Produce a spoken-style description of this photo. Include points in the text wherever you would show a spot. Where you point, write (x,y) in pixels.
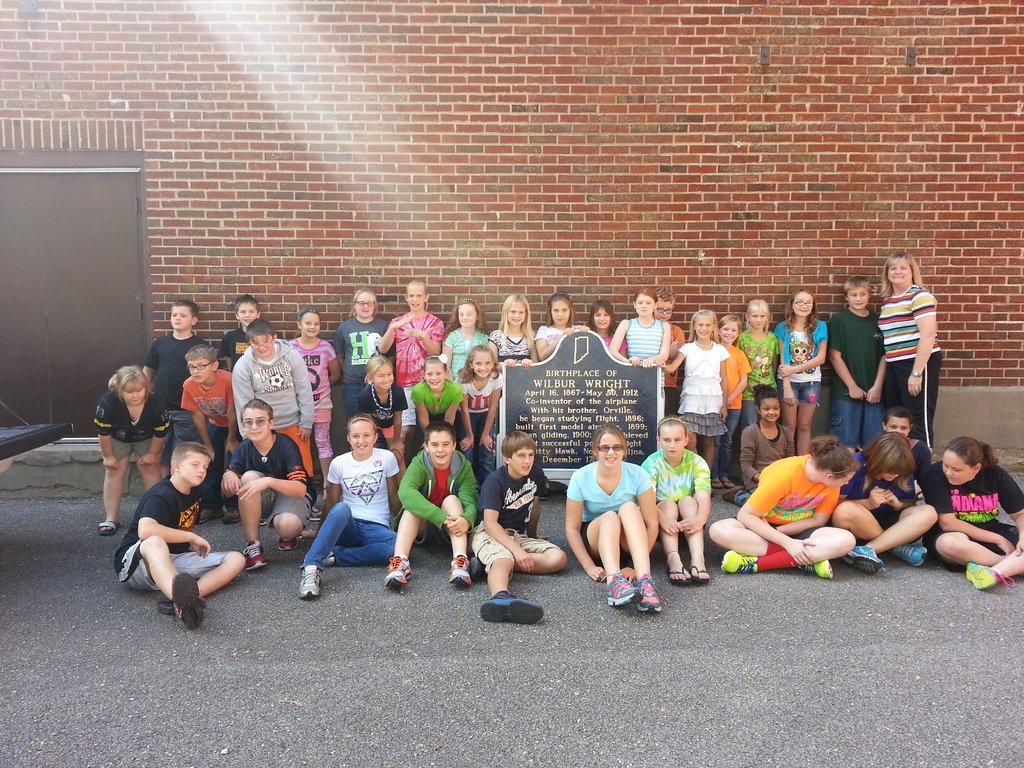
In the center of the picture (588,377) there are kids (724,397), women (593,477) and a board (566,386). At the bottom (394,674) it is road (408,619). At the top (452,171) it is brick wall (341,184). On the left (30,432) there is an object (35,436).
